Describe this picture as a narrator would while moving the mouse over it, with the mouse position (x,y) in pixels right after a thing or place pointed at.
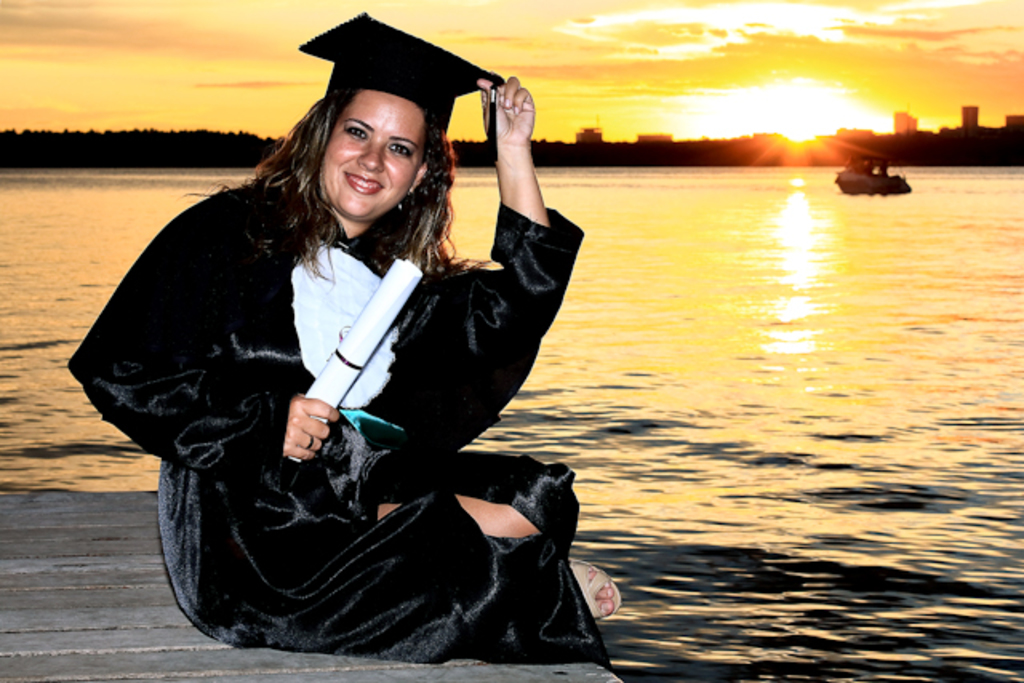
In this image I can see a woman (516,227) is sitting on a wooden dock (158,606) and is holding a certificate (334,376) in hand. In the background (804,501) I can see a boat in the water (789,328), trees (598,158), buildings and the sky (845,122). This image is taken may be near the ocean (858,318).
